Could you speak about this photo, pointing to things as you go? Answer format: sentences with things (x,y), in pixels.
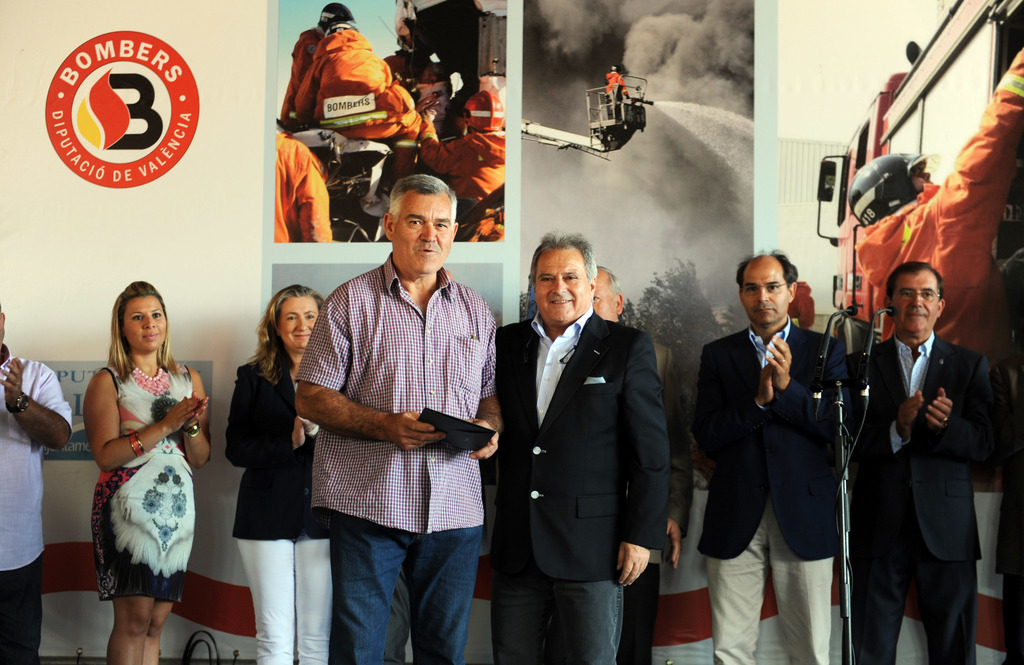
In this image there are a group of people (557,460) standing and some of them are clapping, and one person (409,394) is holding something. And on the right side (843,473) there are mikes (843,567), and in the background (918,228) there are posters (458,134), logo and wall (38,300).
